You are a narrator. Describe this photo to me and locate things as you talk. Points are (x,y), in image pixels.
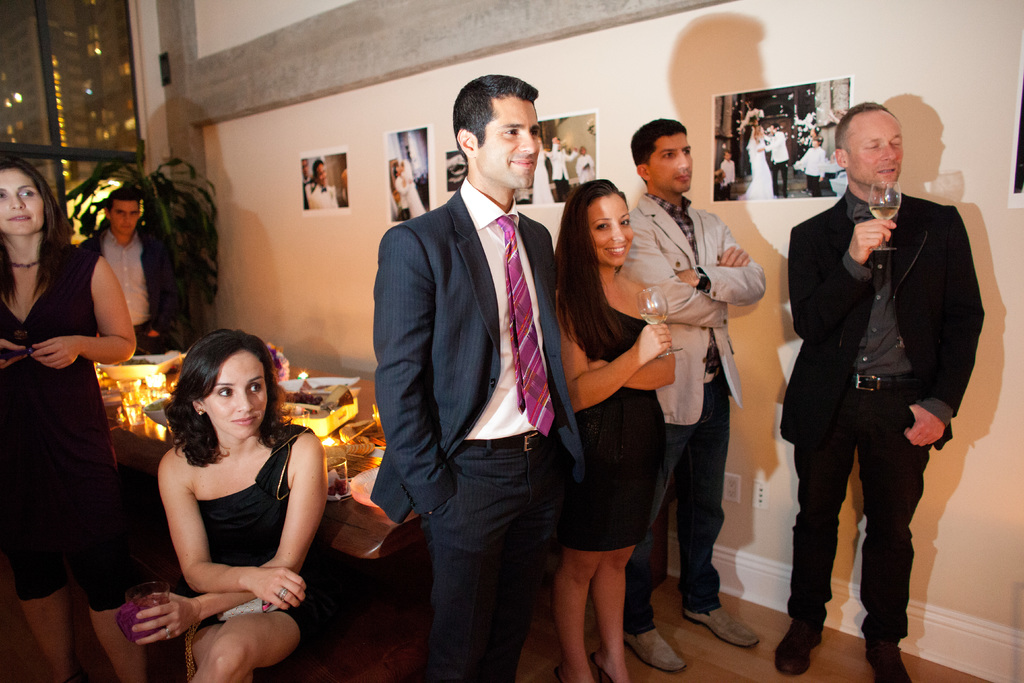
In this picture we can see seven people (506,417), three people (207,459) are holding glasses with their hands (253,578) and a woman (281,525) sitting. In the background (56,88) we can see photos (303,159) on the wall (327,132), window (61,73), plant (177,239) and some objects (347,408).
